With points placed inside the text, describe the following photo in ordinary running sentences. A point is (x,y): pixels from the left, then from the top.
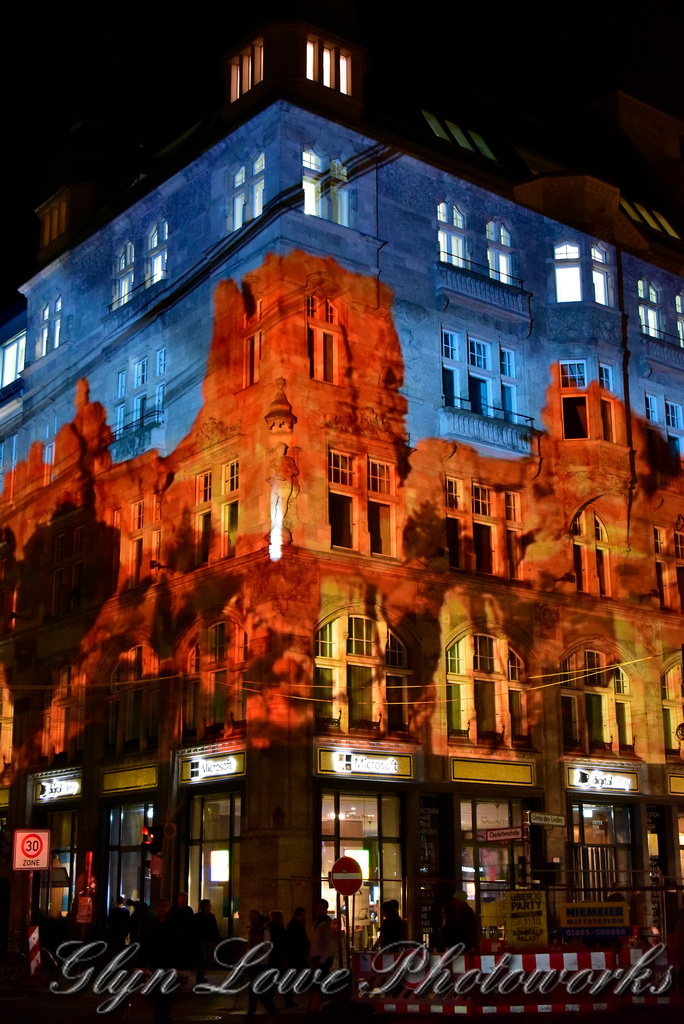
In this picture we can see a building (129,530) with windows (394,663), name boards (611,781), sign boards (18,840), banners (622,905) and some people (197,926) on a path (262,1006) and in the background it is dark.
